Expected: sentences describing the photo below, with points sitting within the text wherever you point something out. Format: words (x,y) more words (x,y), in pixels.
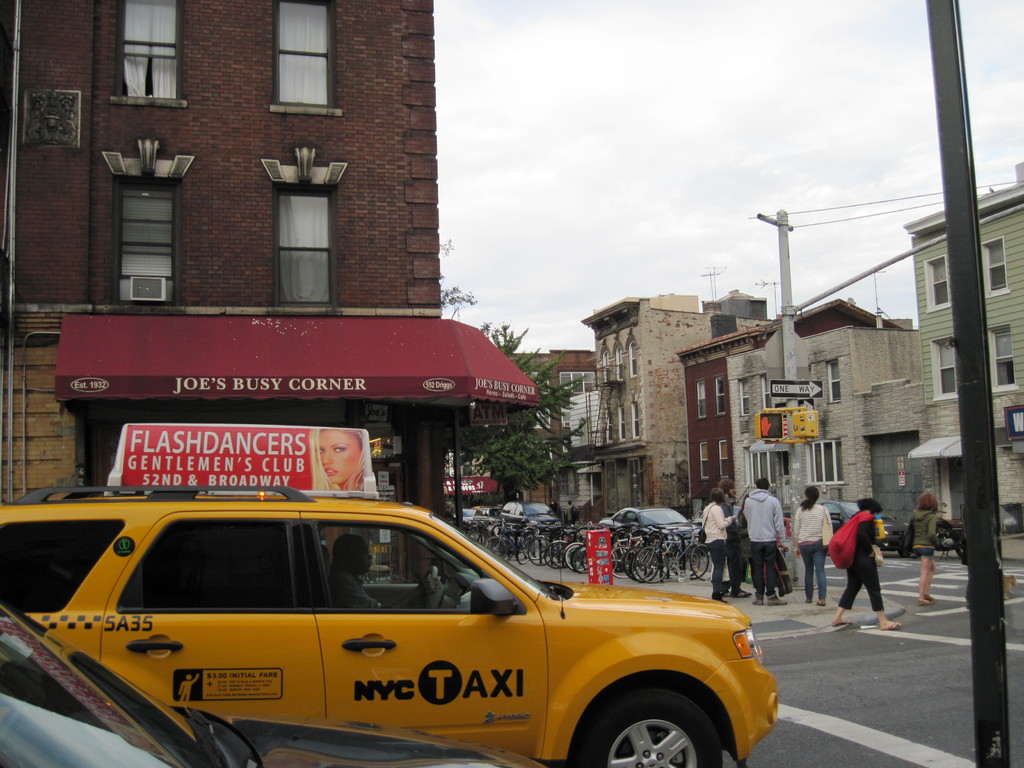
At the bottom (422,518) there is a car (403,693) in yellow color, on the right side (822,558) few persons (868,581) are walking on the road (829,569), there are houses (1023,256). in the middle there is the sky (636,151).
